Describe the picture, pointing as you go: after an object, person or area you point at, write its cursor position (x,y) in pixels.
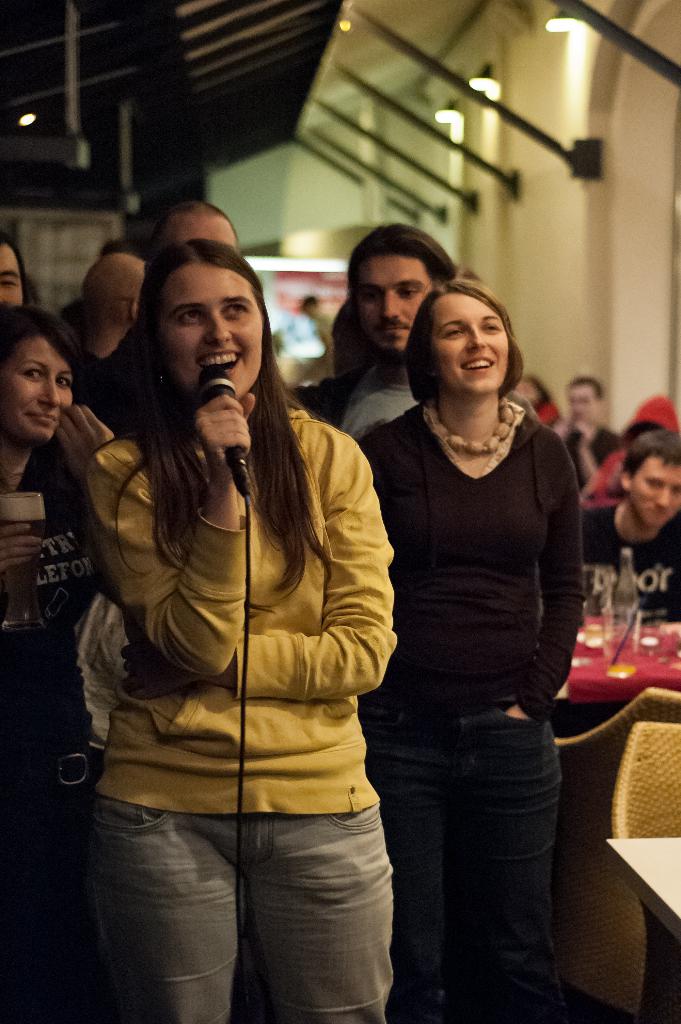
In the picture we can see few woman (476,775) and behind them we can see some men (130,313) and are standing, one woman (137,725) is talking in the microphone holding it and beside her we can see some people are sitting in the chairs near the tables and beside it we can see a wall (591,95) and on the top of it we can see some lights (456,122).
